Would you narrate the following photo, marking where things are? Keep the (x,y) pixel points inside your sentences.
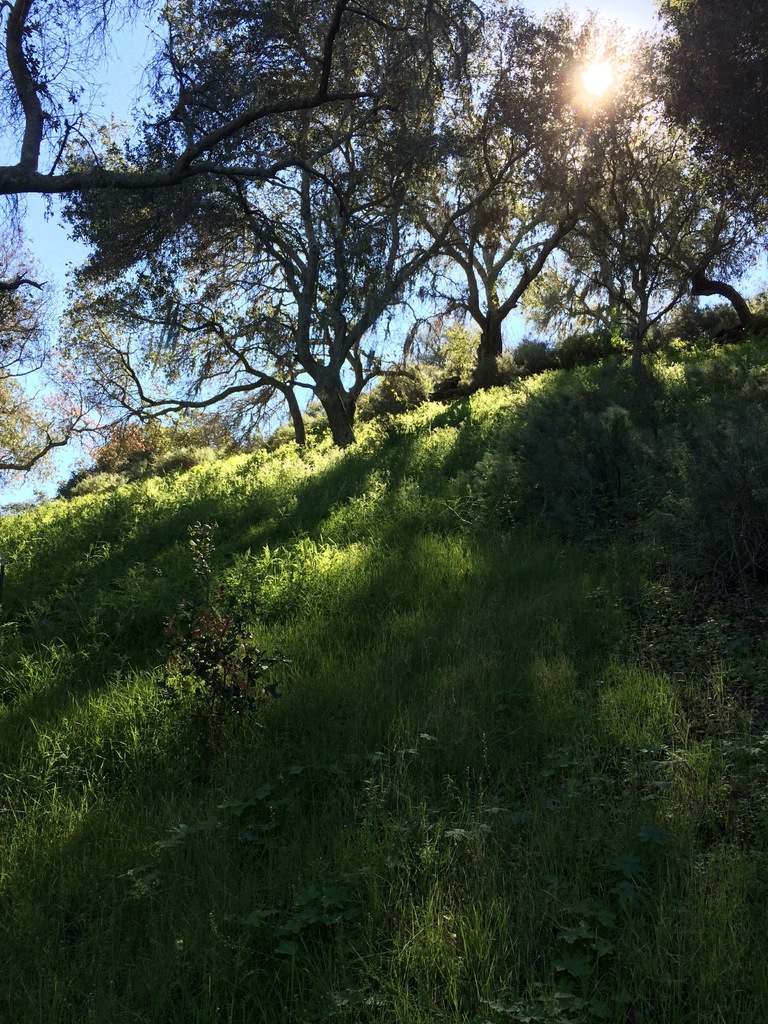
In this image we can see a group of trees (333,395), plants (285,458) and the grass (358,714). At the top (30,66) we can see the sun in the sky (590,302).
